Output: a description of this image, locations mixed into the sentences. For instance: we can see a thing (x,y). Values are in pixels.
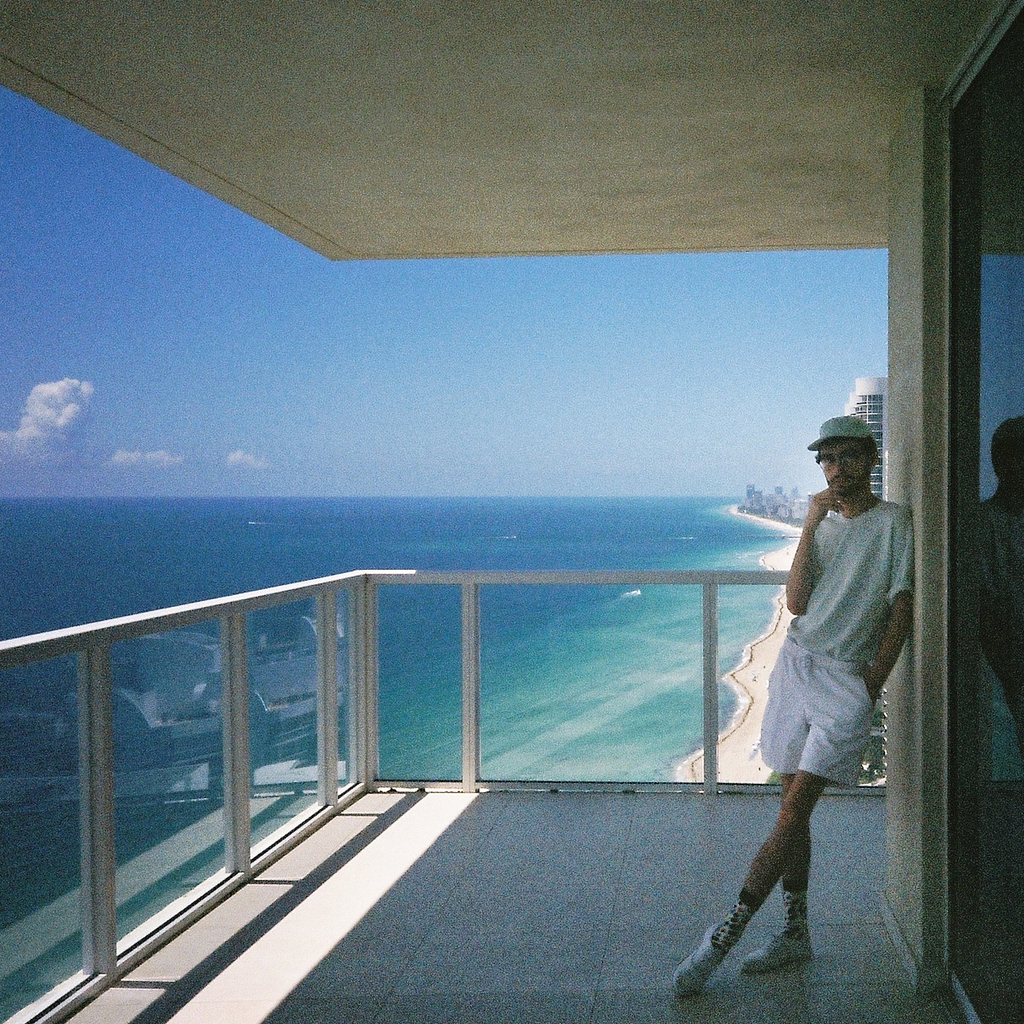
In this picture we can observe a person (819,646) standing beside the wall (915,513). He is wearing a white color cap (846,436) on his head (858,442). We can observe a glass railing (339,657). In the background (248,498) there is an ocean (410,528) and a sky (316,384).
